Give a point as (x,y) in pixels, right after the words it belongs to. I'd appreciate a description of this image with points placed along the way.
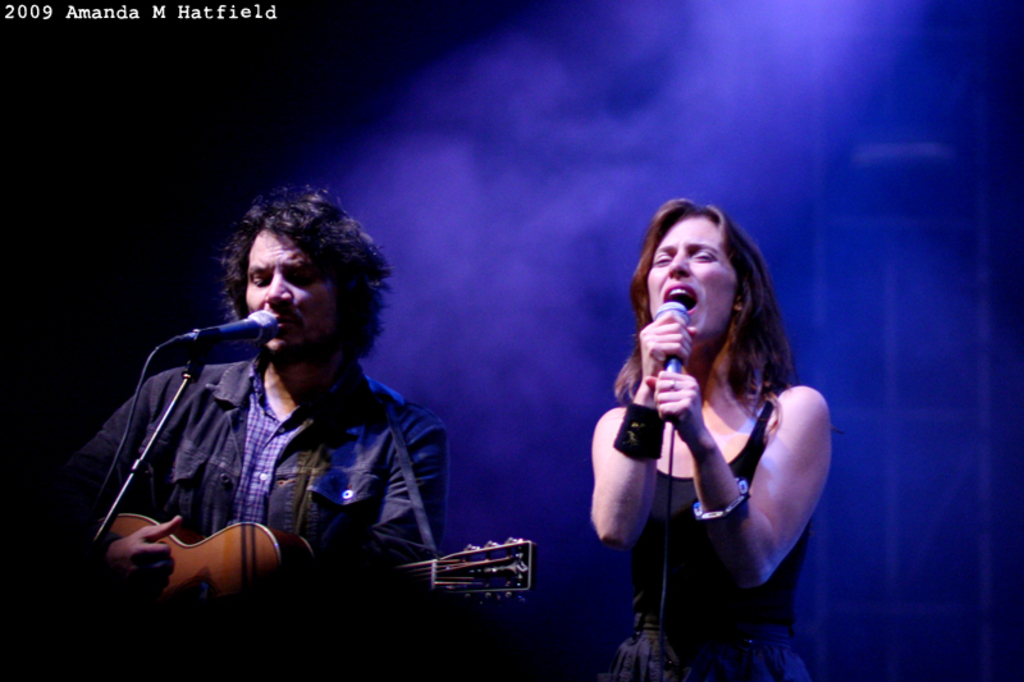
In this picture we can see a man (378,386) and a woman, here we can see a guitar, mics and in the background (457,494) we can see it is dark, in the top left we can see some text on it.
